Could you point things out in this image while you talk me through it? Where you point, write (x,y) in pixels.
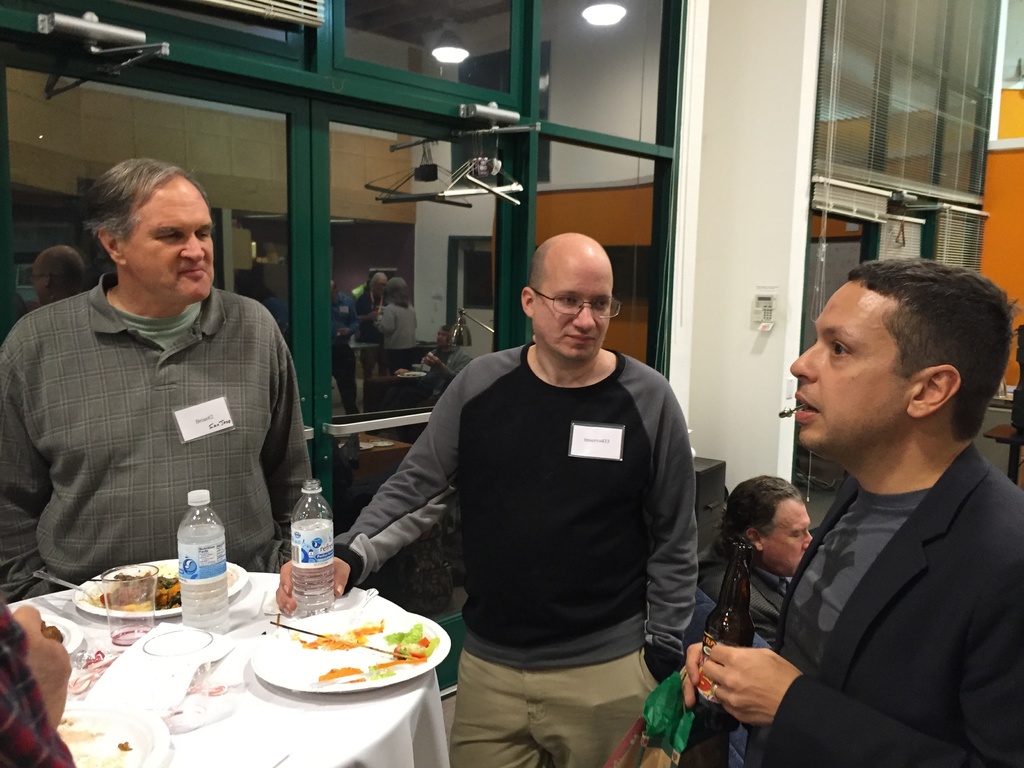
There are three persons (582,461). He is holding a bottle (690,741) with his hand (757,666). This is table (246,741). On the table (263,739) there are plates (315,689), glass (162,677), and bottles (325,565). On the background (345,288) there is a glass (356,355). These are the lights (590,21) and there is a door (86,134).
